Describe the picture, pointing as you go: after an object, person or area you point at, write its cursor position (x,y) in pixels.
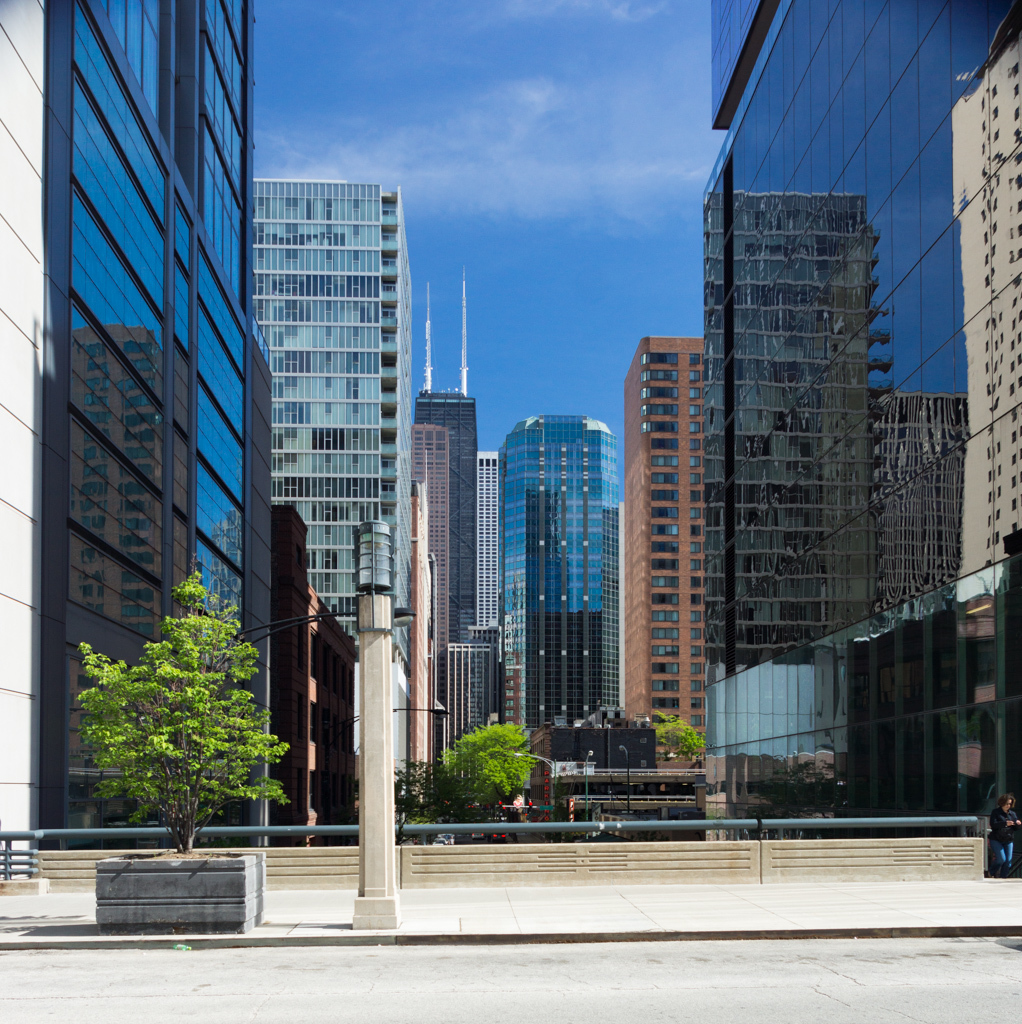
This picture is taken from the outside of the building (398,754). In this image, in the middle (364,594), we can see a pole (382,600). On the left side (200,587), we can see a plant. On the right side (875,547) and left side (249,516), we can see glass buildings (755,446). In the background (549,443), we can see some towers (531,680), trees (665,737), plants (422,766). At the top (515,130), we can see a sky (515,130) which is a bit cloudy, at the bottom (819,895), we can see a footpath (763,886) and a road (696,965).
